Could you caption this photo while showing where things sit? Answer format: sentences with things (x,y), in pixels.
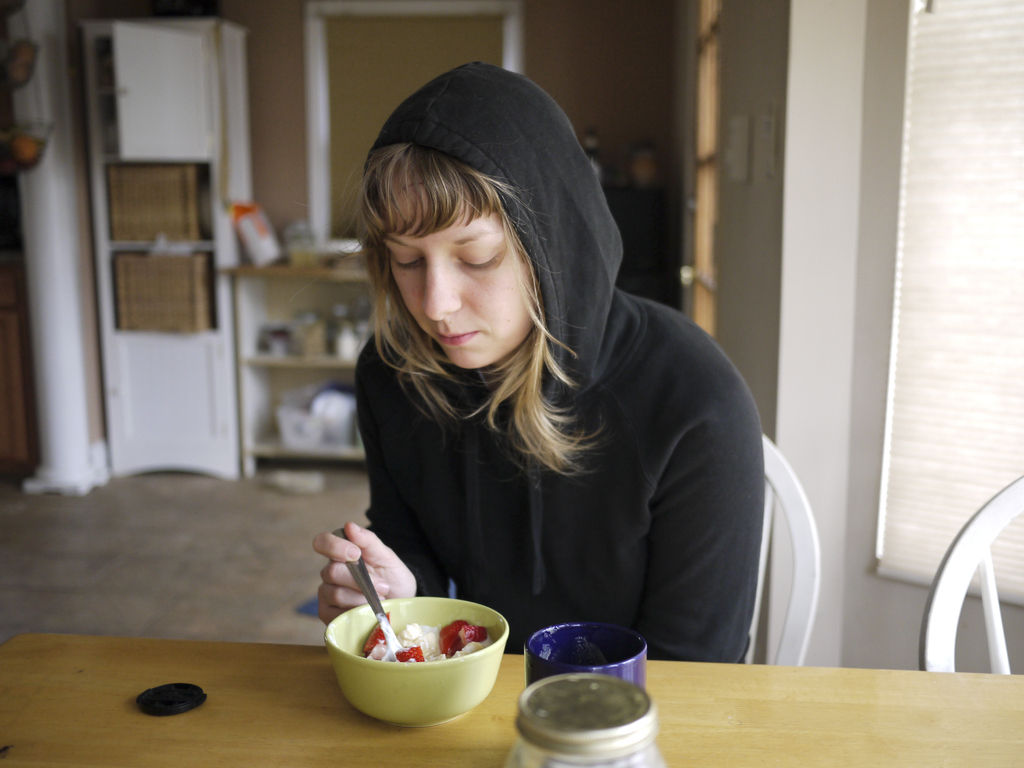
A woman (507,503) is sitting on the chair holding a spoon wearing sweater (616,468).
